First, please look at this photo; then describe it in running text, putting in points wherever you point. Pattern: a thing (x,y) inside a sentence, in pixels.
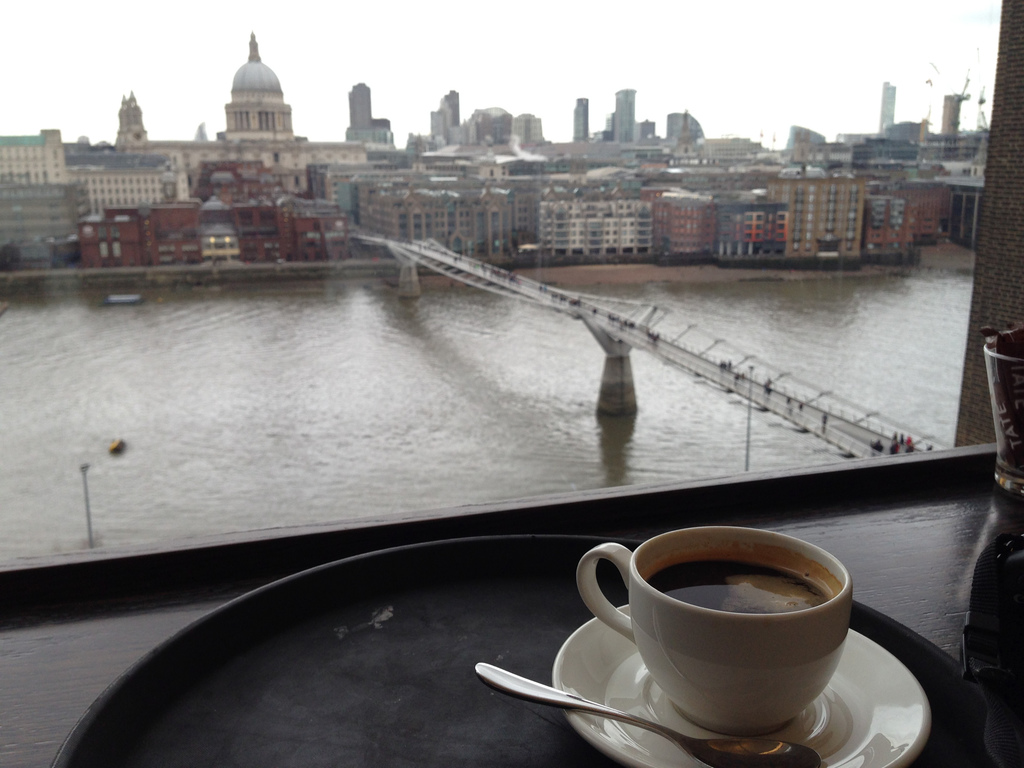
In this image there is a spoon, cup (716,695) with a liquid (665,574) in it on the saucer (655,685), which is on the circular tray (227,760), glass (1007,410), and in the background (451,258) there are group of people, bridge (470,273), water (473,355), buildings (973,215), sky (435,61).
